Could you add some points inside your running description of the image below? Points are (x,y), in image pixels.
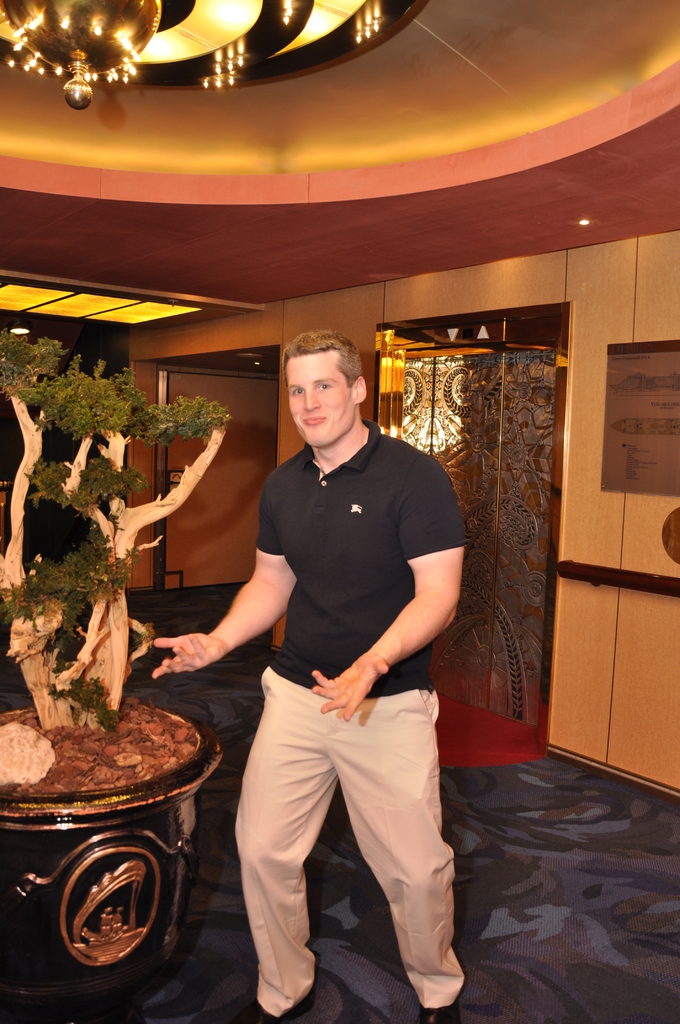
In this image I can see a man (383,575) standing, he is wearing a black t shirt (398,538) and a pant (382,839). There is a plant (77,685) on the left (20,557). There is a chandelier (63,53) at the top (77,10) and a door (485,356) at the back (387,377).
